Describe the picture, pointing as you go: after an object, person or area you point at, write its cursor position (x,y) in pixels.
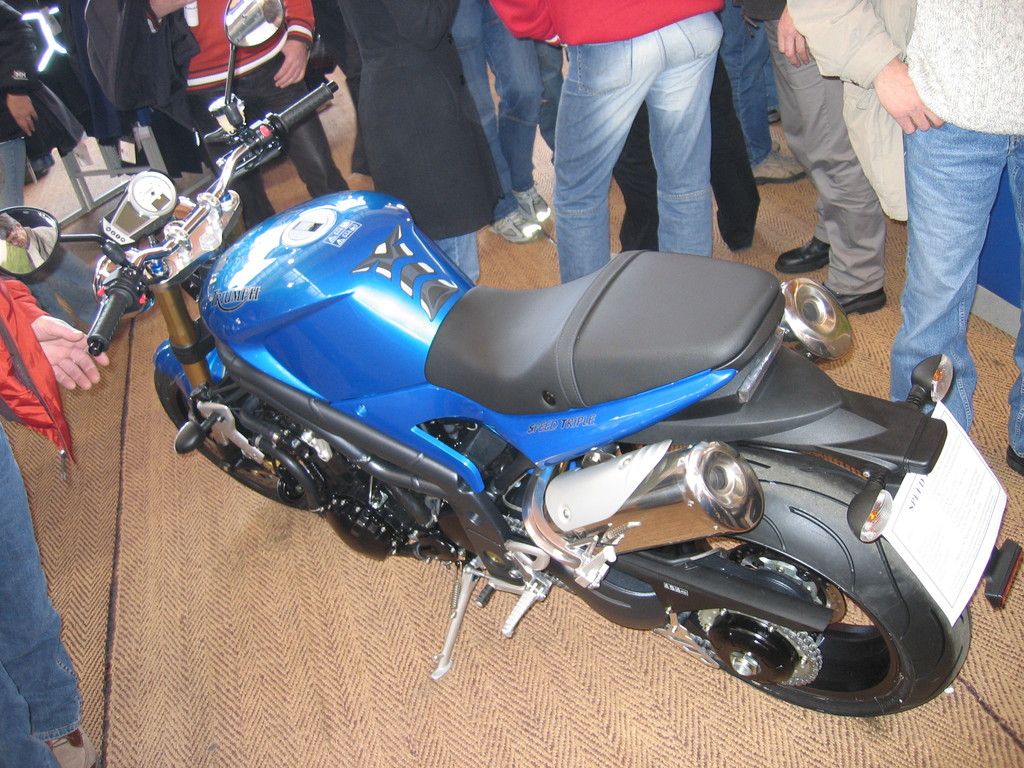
In this image we can see a bike (672,363) on the floor (420,630). Here we can see legs (690,91) of persons (879,136).
